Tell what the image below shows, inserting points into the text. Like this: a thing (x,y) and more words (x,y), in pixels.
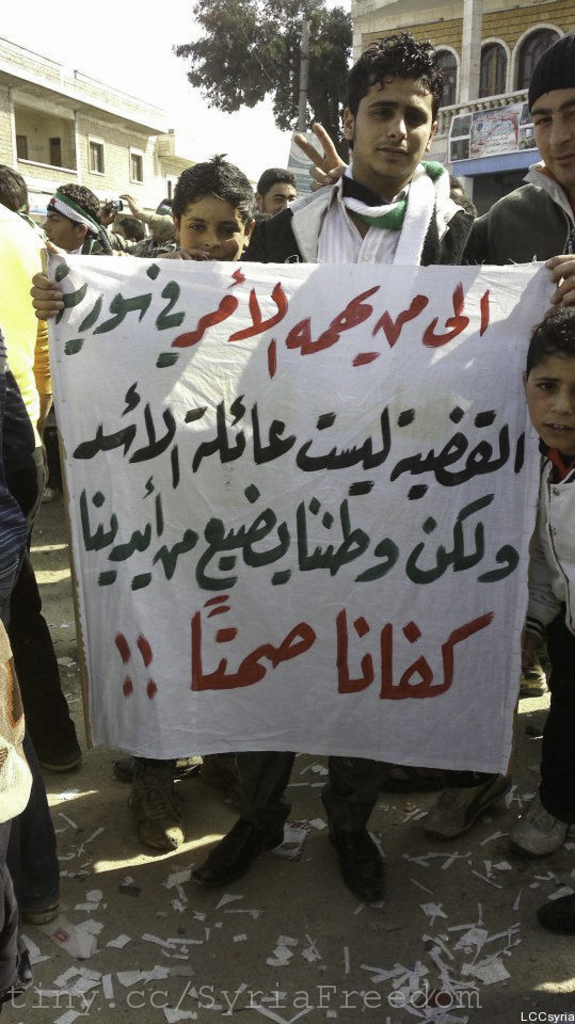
Here a boy (246,193) is standing holding banner (384,558), here other people (559,435) are standing, these are buildings (525,150), this is tree (239,52) and a sky (142,33).
